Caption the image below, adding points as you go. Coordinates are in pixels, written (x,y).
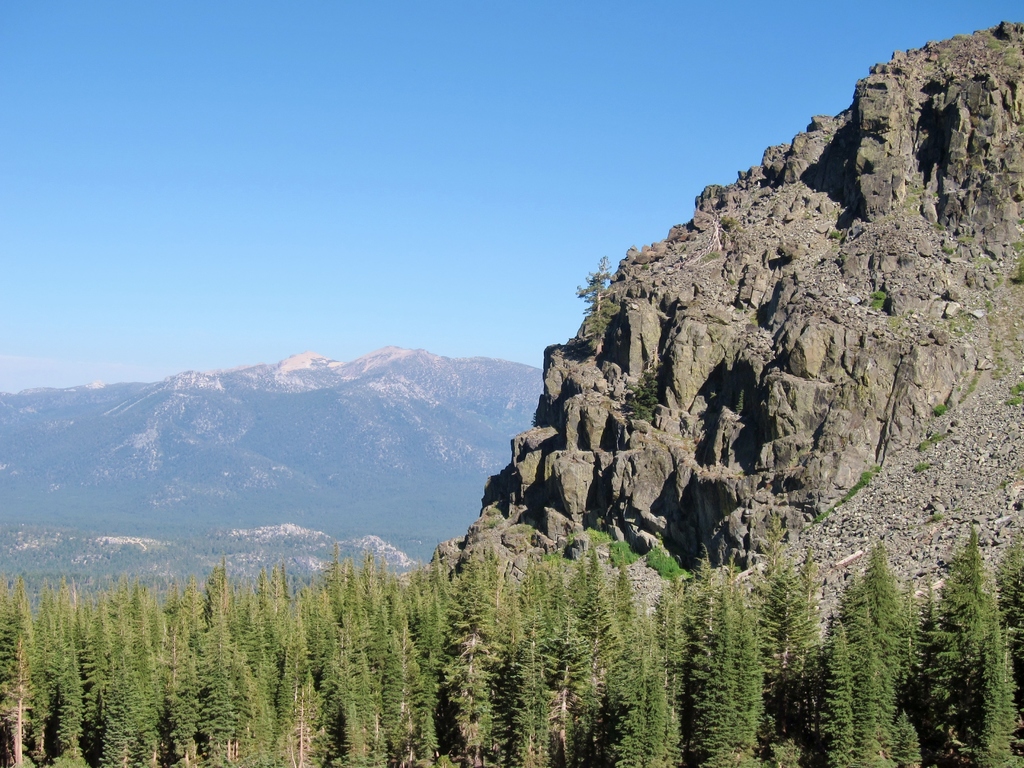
In this image we can see the mountains (65,398). And we can see the trees (449,679). And we can see the sky (460,118) at the top (477,99).
